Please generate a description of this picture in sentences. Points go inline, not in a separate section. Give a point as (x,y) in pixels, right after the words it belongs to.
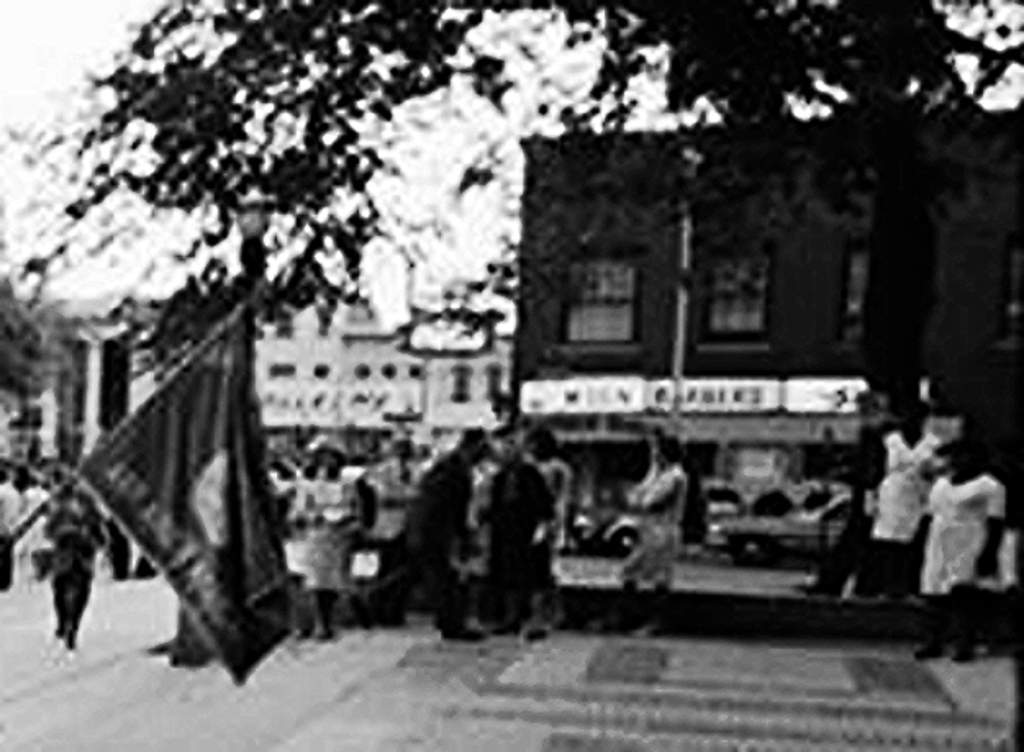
In this image there is road (643,673) truncated towards the bottom of the image (147,686), there is a flag (198,443), there are persons (652,602) on the road (711,589), there are persons (92,538) truncated towards the left of the image (38,516), there is an object (43,348) truncated towards the left of the image (15,333), there are buildings (28,411), there is a pole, there is a building (744,343) truncated towards the right of the image (972,226), there is tree (865,102) truncated towards the top of the image (641,105), at the background of the image (450,116) there is the sky (415,121) truncated towards the top of the image (121,29).
